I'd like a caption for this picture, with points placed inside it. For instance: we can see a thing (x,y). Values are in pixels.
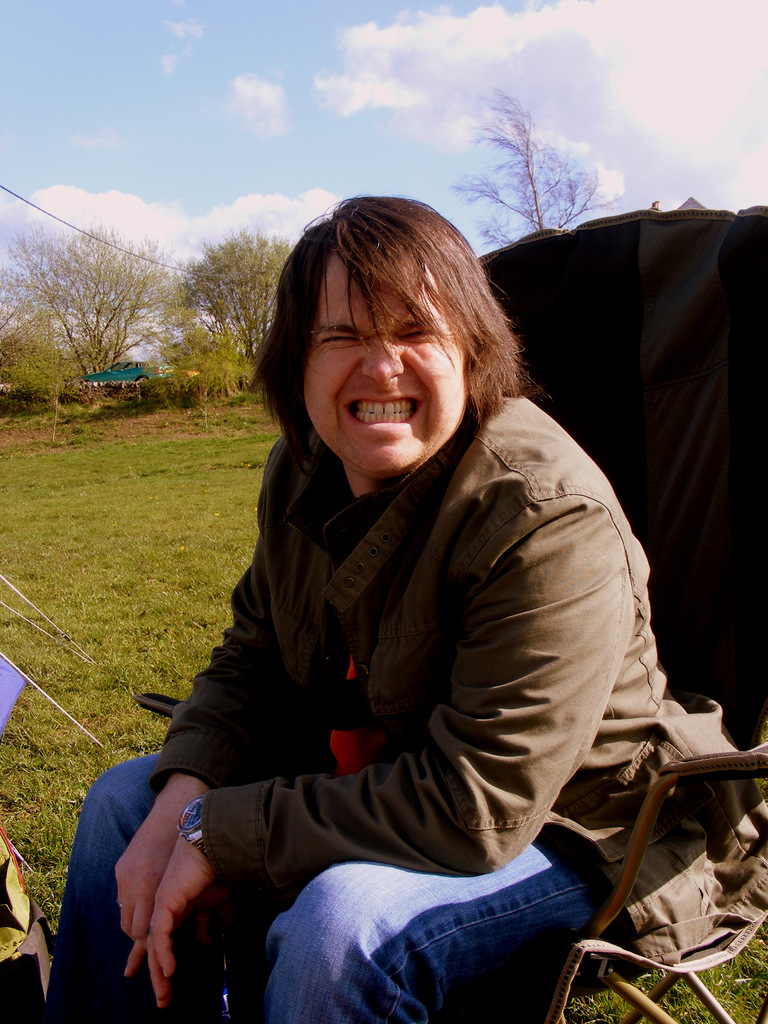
In the image we can see there is a person (464,450) who is sitting on chair (757,619) and at the back (63,287) there are lot of trees (63,287).
